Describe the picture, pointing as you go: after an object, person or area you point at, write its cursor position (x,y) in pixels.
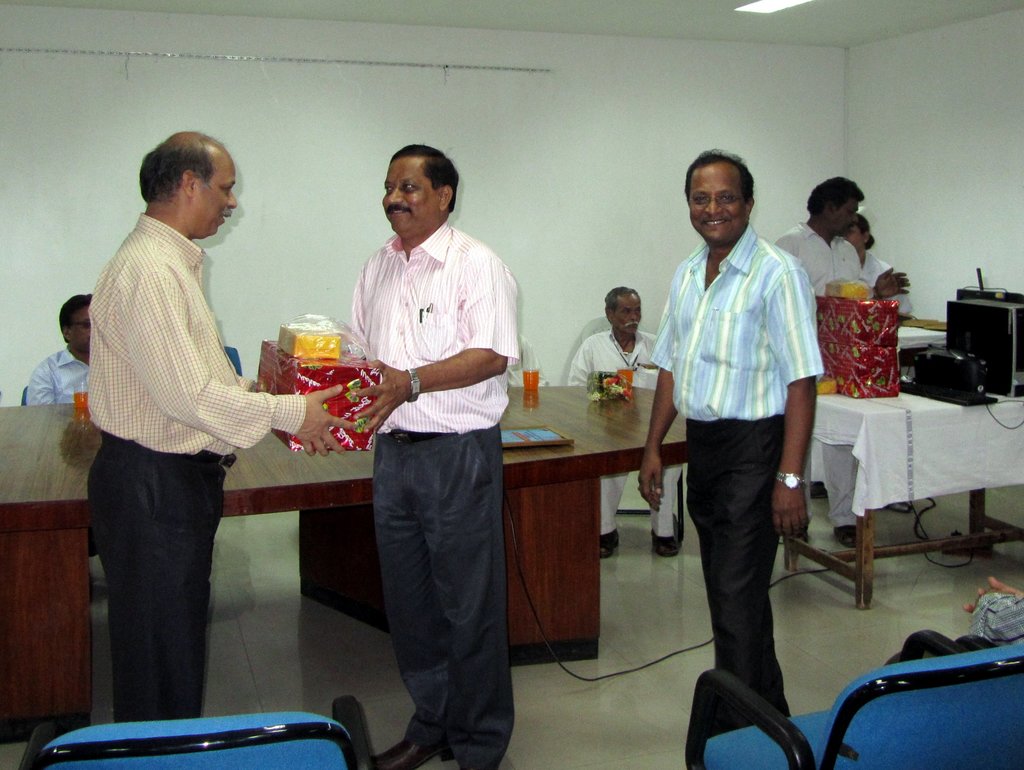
In this picture we can see a group of people (180,544) were some are standing on the floor (694,534) and smiling and some are sitting on chairs (1000,681), tables (511,492) with gift boxes (363,432), glasses (527,388) and some devices (961,296) on it and in the background (156,132) we can see walls (315,81).
